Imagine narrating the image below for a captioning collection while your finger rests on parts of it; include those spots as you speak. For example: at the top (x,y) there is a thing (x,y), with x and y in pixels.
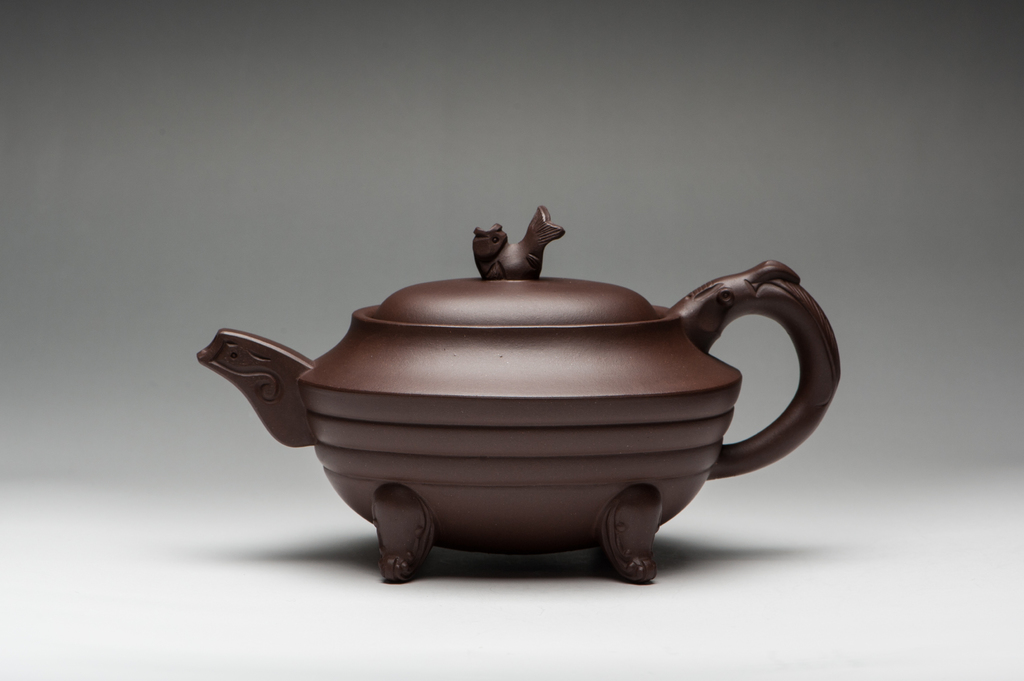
In this picture we can see a teapot (812,300). Remaining portion of the picture is in grey color.
